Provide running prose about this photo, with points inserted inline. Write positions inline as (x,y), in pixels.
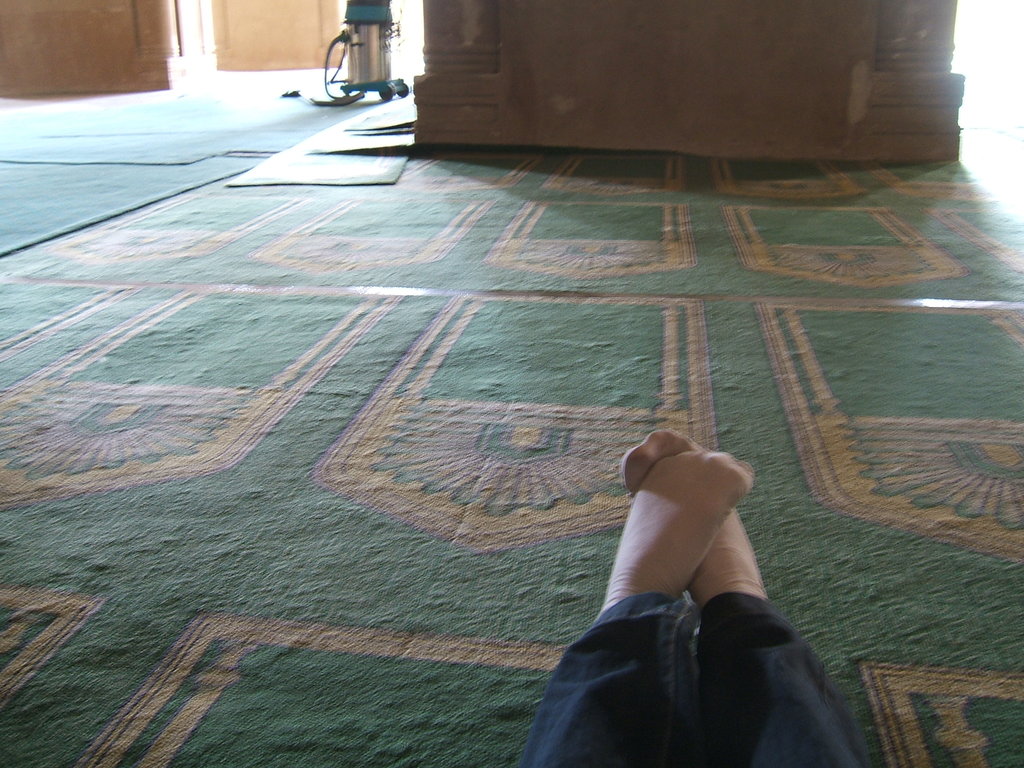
In this picture there is a person (541,709) with black jeans (623,669) in the foreground (737,738). At the back (521,79) there are pillars (525,87) and there is a device (385,64). At the bottom (357,523) there are mats (432,313).
